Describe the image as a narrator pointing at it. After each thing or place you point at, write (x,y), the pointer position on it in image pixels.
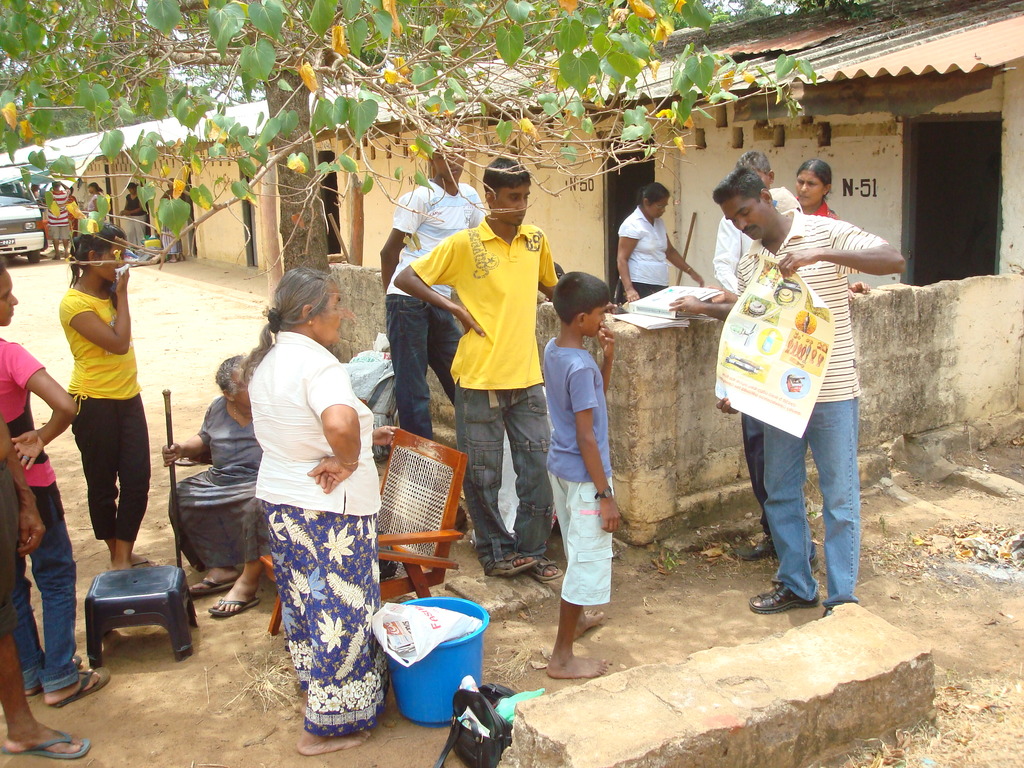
This picture is taken from the outside of the city. In this image, we can see a group of people (10,513). In the background (903,227), we can see a house (714,162), trees (322,190) and a vehicle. At the top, we can see a sky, at the bottom (870,634), we can see land (707,625) with some stones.
